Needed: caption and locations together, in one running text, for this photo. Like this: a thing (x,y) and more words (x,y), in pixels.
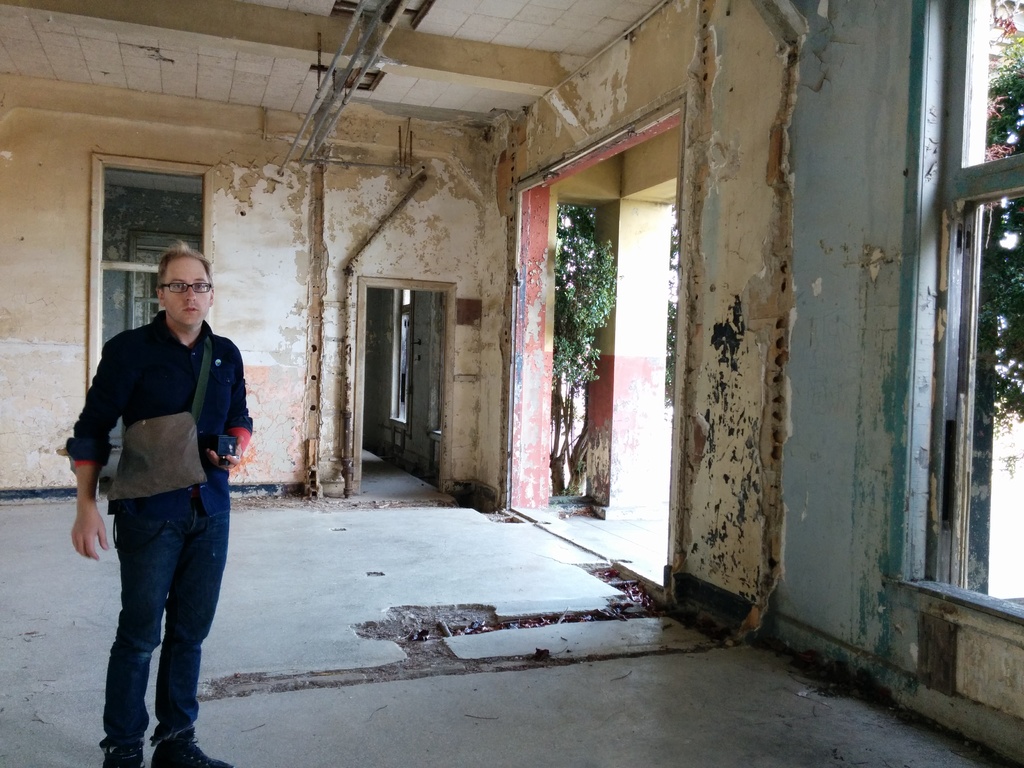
In this picture we can see a person (93,485) holding an object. We can see a few trees (588,349) in the background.
